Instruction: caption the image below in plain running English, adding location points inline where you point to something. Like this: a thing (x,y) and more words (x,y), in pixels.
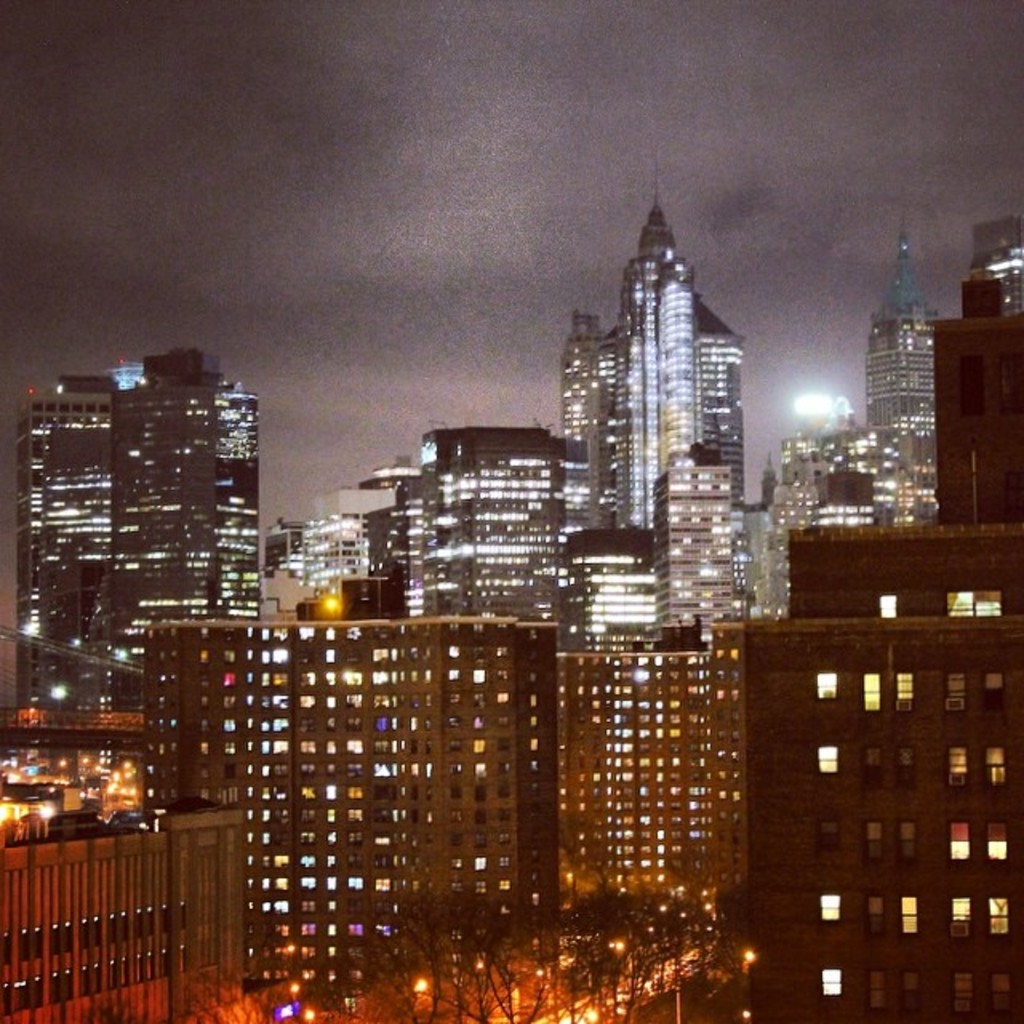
In this picture we can see few trees (654,956), buildings (577,784) and lights (737,606).
